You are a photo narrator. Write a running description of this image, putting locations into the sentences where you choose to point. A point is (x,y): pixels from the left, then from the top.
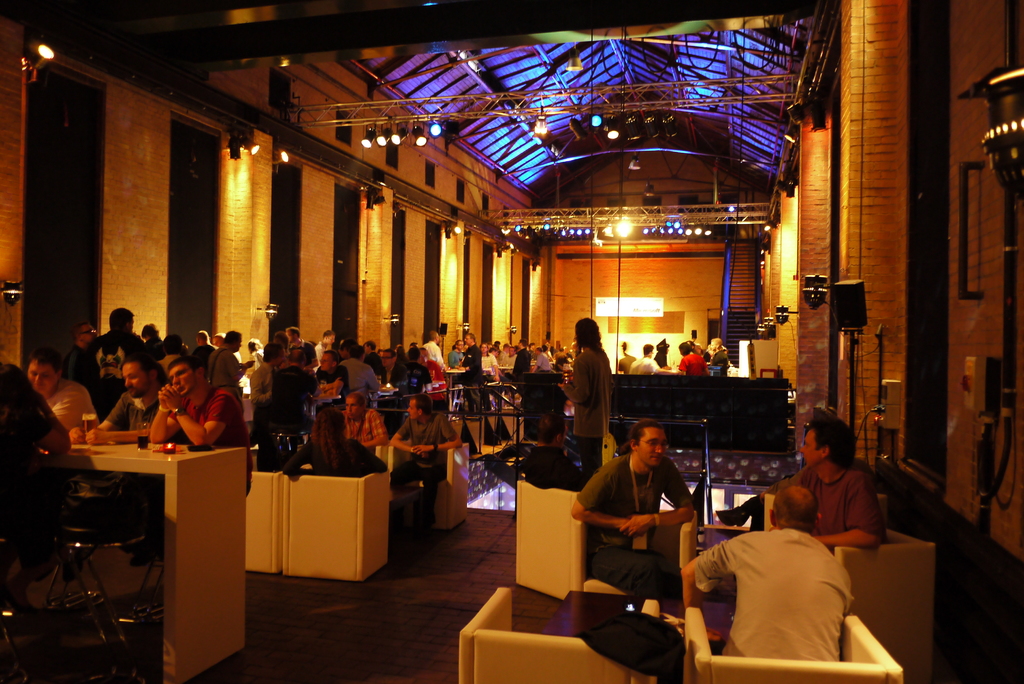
People (437,342) in a restaurant (487,320) sitting in groups (119,439) at different tables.
